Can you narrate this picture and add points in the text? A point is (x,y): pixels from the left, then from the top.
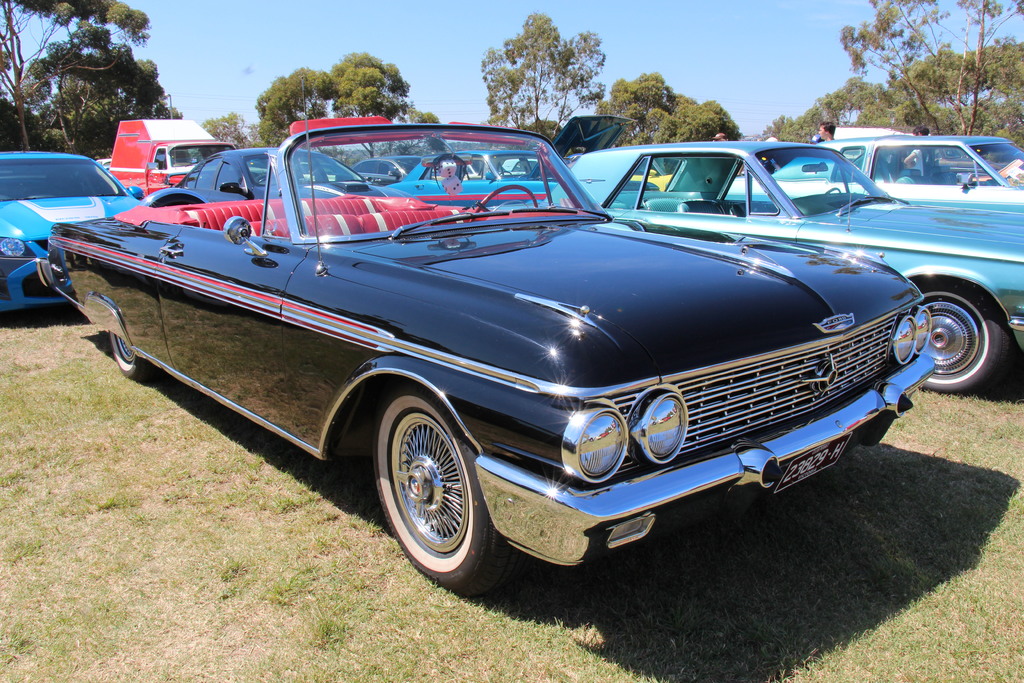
In this picture there are vehicles (726,197). On the right side of the image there are group of people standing behind the vehicle (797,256). At the back (969,115) there are trees (629,99). At the top (434,17) there is sky (429,18). At the bottom (242,636) there is grass (454,636).
